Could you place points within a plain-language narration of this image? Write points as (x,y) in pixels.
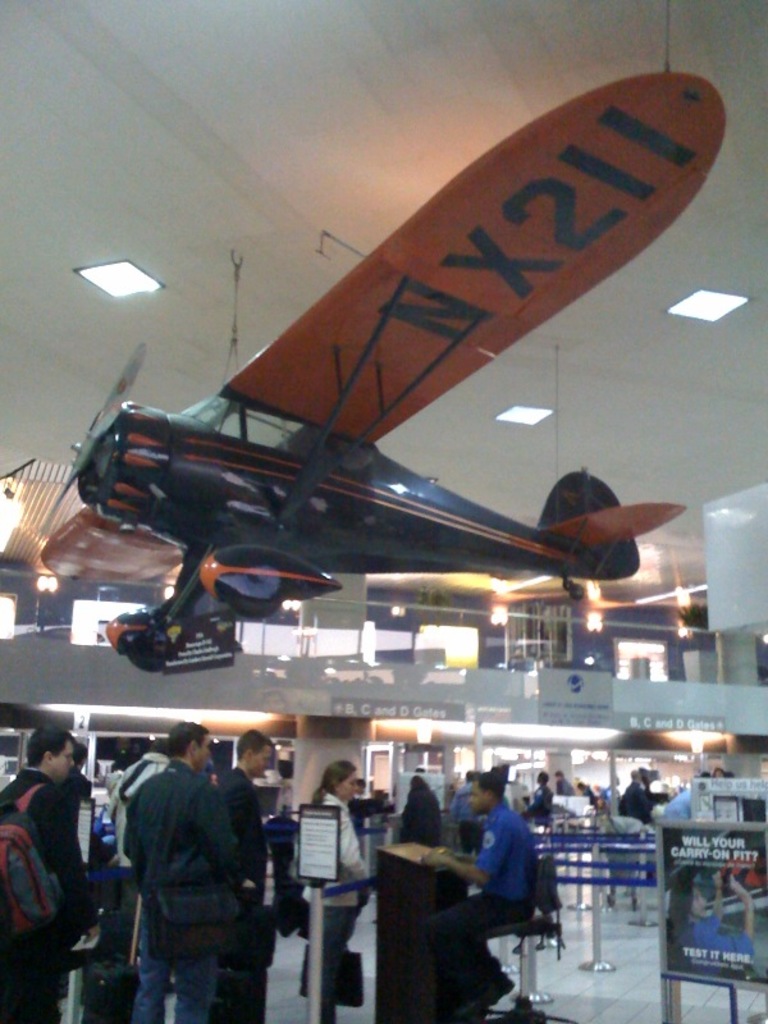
At the bottom of the image (163,807) there are people (153,849) standing. There is a person (469,934) sitting on a chair (549,888). There are safety poles (581,909) and ribbons (629,880). There are boards (686,866) with some text (694,853) on them. In the background of the image (440,721) there are stores (420,745). At the top of the image (238,250) there is ceiling (64,372) with lights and there is a depiction of a plane (270,438).
